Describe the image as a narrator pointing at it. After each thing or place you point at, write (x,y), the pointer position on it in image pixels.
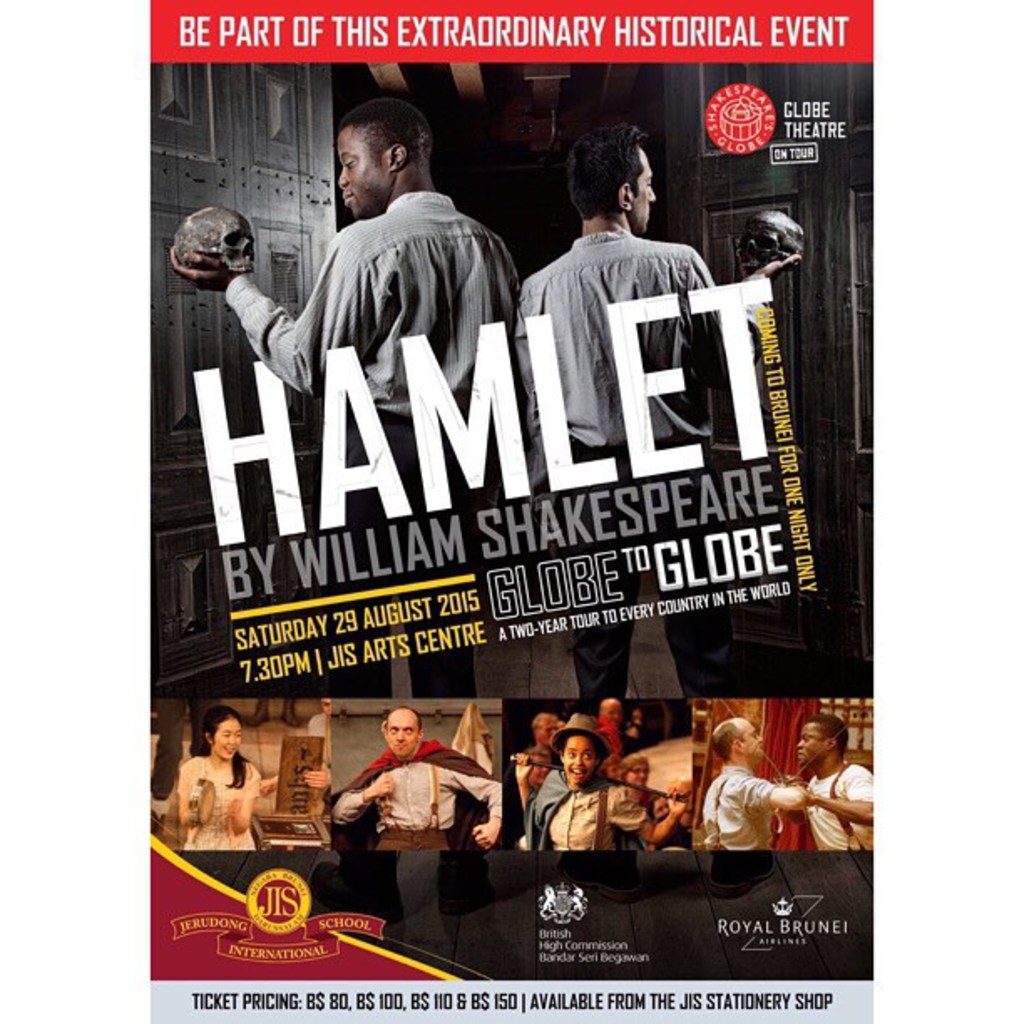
In this image, we can see a poster (407,485) with some images (739,826) and text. We can also see the white background (67,390).
